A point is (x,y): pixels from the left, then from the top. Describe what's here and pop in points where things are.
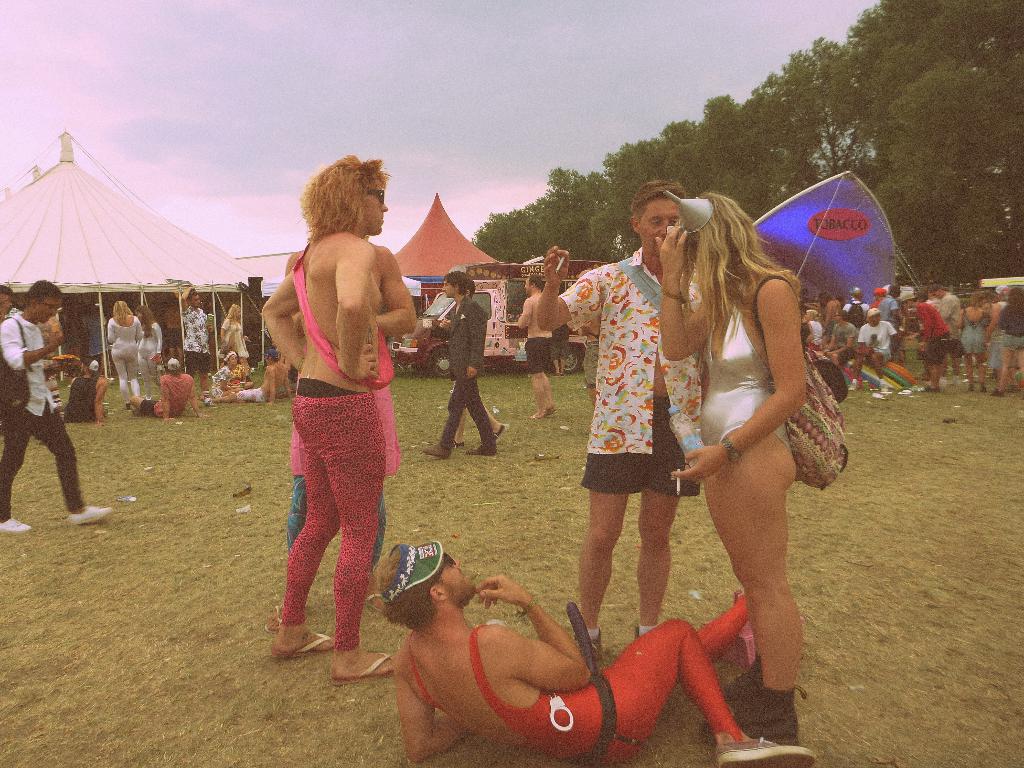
In this image there are so many people (659,445). There is grass (209,644). There are tents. There is a vehicle (493,300). There are trees (941,127) on the right side (856,161). There is a sky (395,216).
